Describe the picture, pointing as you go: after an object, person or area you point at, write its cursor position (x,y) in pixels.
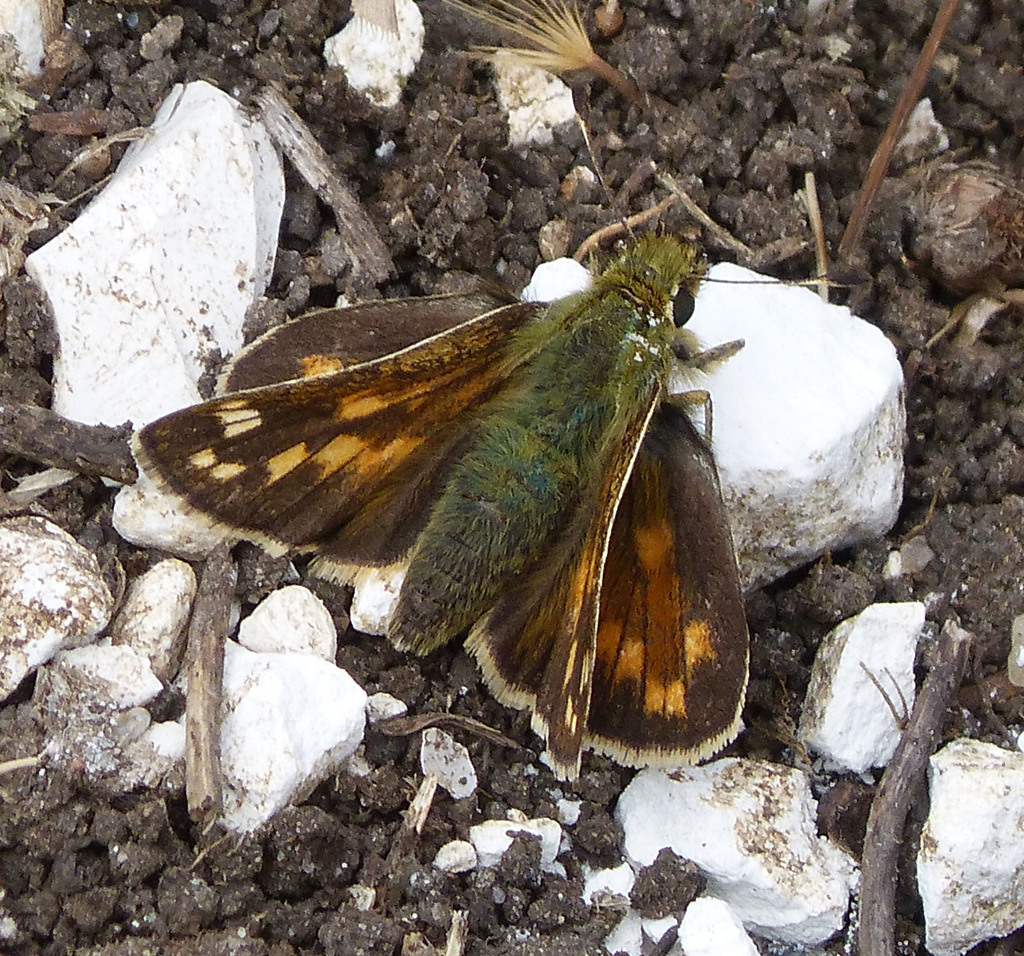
In this picture we can see the brown color butterfly (506,621) is sitting on the white pebble stones (783,464).
